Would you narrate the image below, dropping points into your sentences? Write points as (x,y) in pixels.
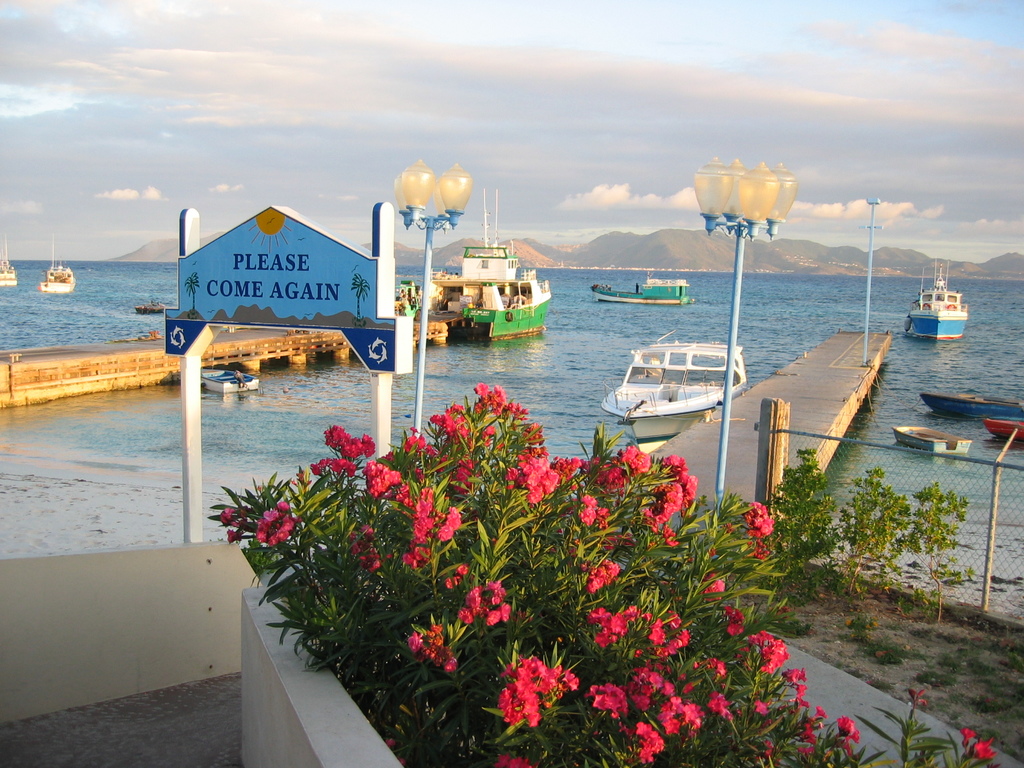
In this image in the front (521,652) there are flowers (596,620) and there are plants (774,576). On the right side (885,468) there is a fence (966,485) and in the background (263,287) there is a board (272,277) with some text (295,277) written on it. There are poles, there is water (611,333) and on the water (642,336) there are boats (707,357) sailing. There are mountains (658,242) and the sky (738,142) is cloudy.
